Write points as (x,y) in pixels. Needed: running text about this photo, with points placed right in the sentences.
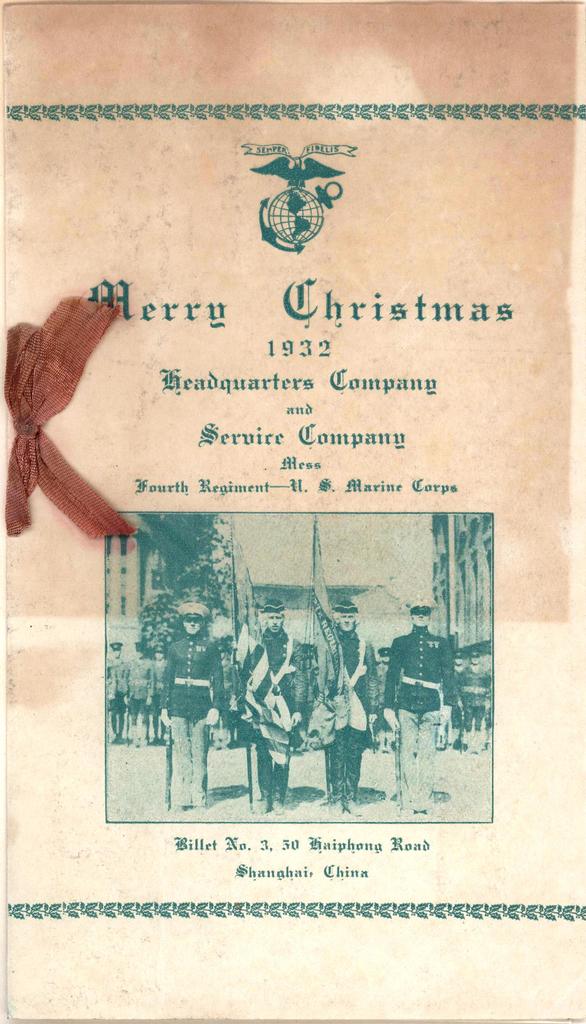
In this image, there is a ribbon (96,312) on the paper (169,333) and we can see some text (353,371) and there is an image (306,759) and in the image, we can see people (408,674) standing and wearing uniforms (268,636) and caps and holding flags (338,659). In the background (297,597), there are buildings (290,590), trees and we can see some other people (372,684).
